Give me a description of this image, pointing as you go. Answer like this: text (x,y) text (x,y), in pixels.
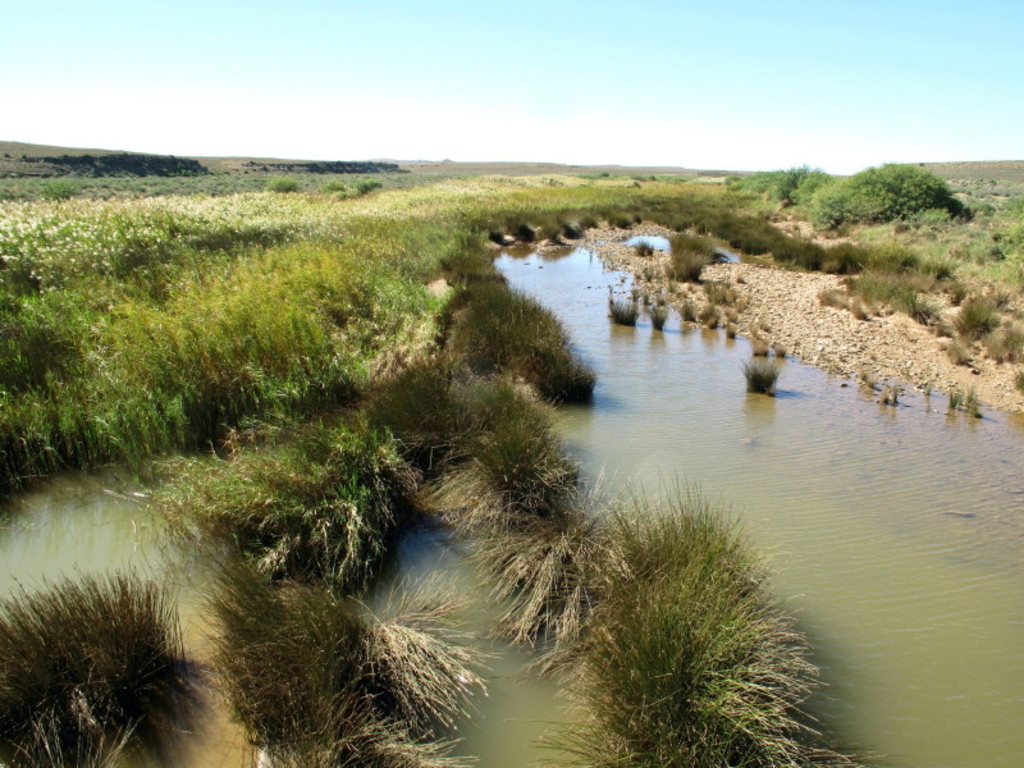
In this image I can see a lake (595,313) and tree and the sky (560,56).
